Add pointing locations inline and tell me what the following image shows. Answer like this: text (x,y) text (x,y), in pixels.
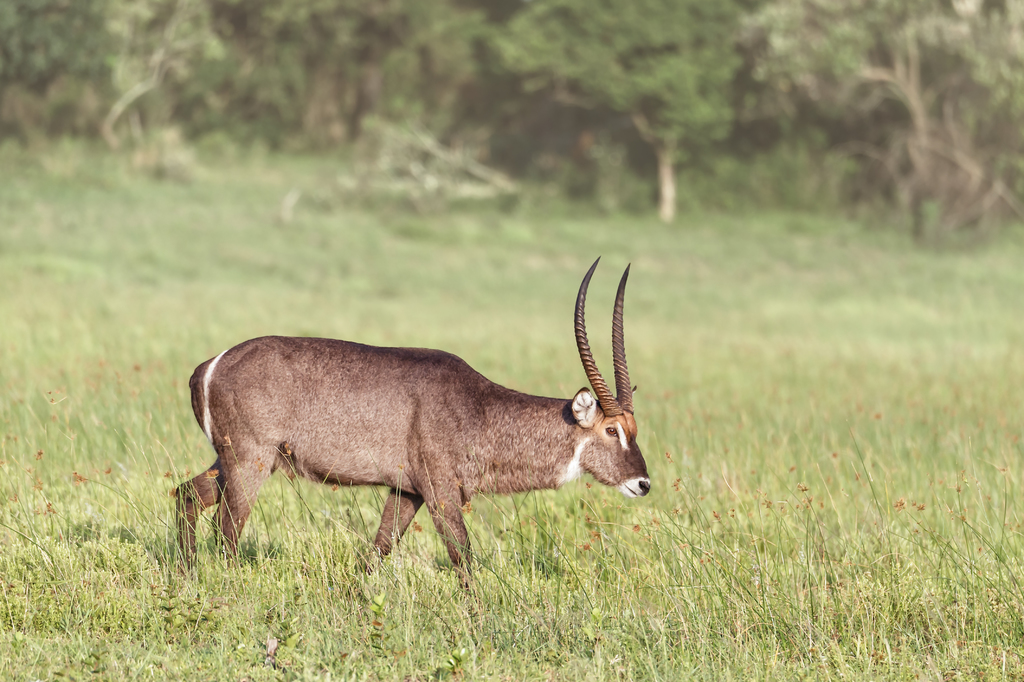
In this image I can see an animal (324,442) which is in brown color and I can see grass (447,256) and trees (485,101) in green color.
